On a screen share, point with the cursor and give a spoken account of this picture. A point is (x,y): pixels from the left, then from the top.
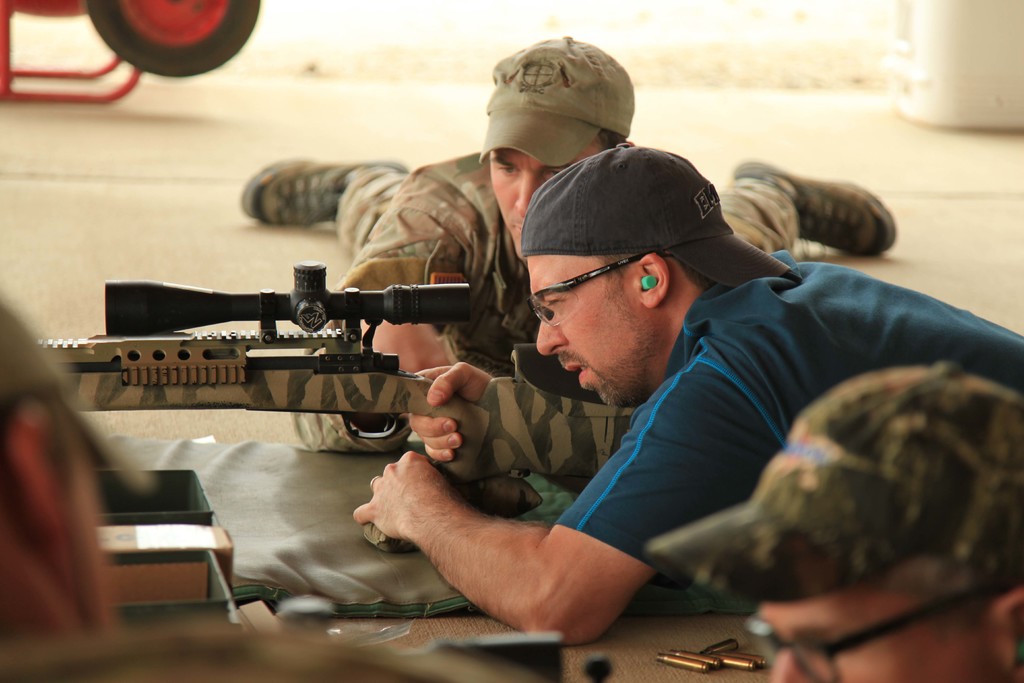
Here we can see four persons (701,386) and they are lying on the floor (40,272). He is holding a gun (519,404) with his hands (428,446). There are boxes (181,572), cloth (312,559), and bullets (727,662) on the floor (688,646).
